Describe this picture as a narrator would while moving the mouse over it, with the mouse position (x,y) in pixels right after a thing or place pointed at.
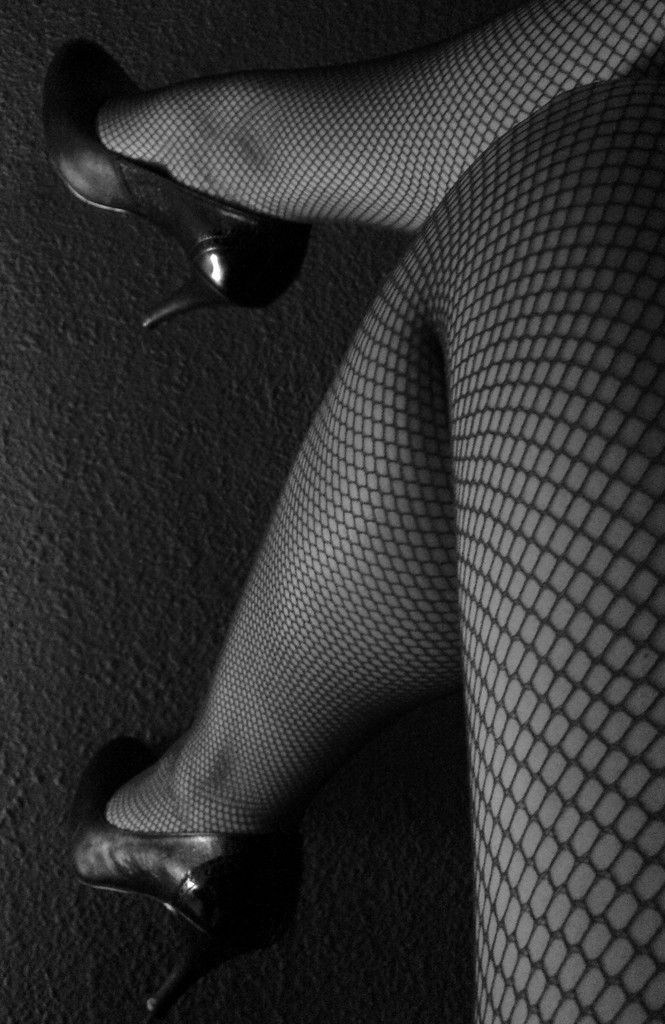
In this picture a person legs (397,84) are visible. She is wearing footwear (147,889) to her legs (283,646). Background (185,433) there is a floor (184,534).
